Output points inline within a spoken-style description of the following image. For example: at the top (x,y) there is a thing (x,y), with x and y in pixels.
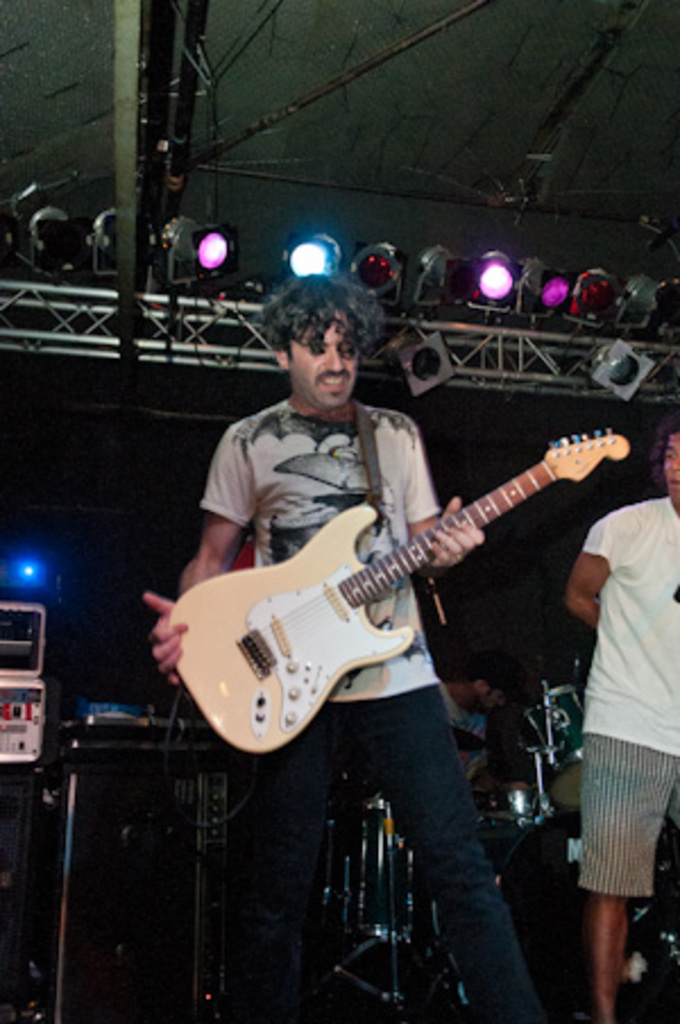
This man (344,413) is standing and holding a guitar (381,653). Beside this person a person (676,621) is standing. This person (472,699) is sitting and playing this musical instruments (551,730). On top (304,271) there are focusing lights (368,267).
